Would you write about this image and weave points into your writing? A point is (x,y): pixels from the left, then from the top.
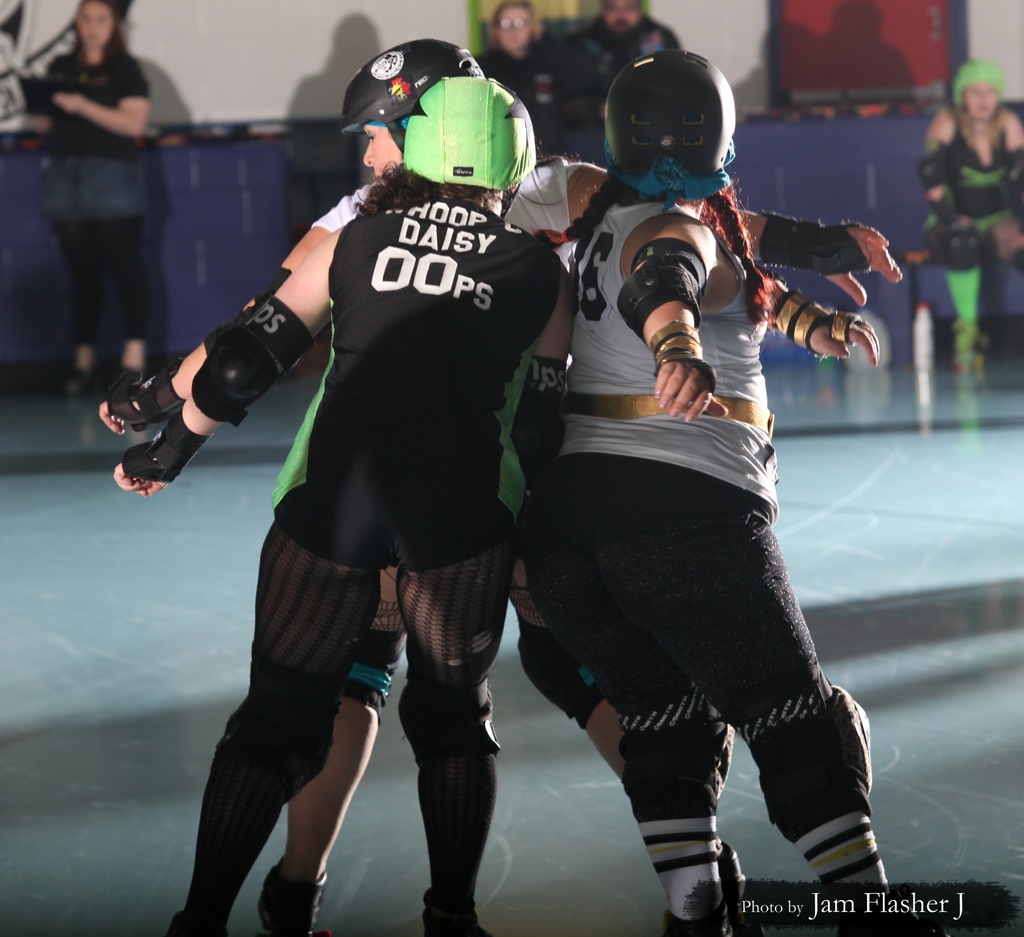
As we can see in the image there are few people (518,244) here and there and a white color wall (244,101).
